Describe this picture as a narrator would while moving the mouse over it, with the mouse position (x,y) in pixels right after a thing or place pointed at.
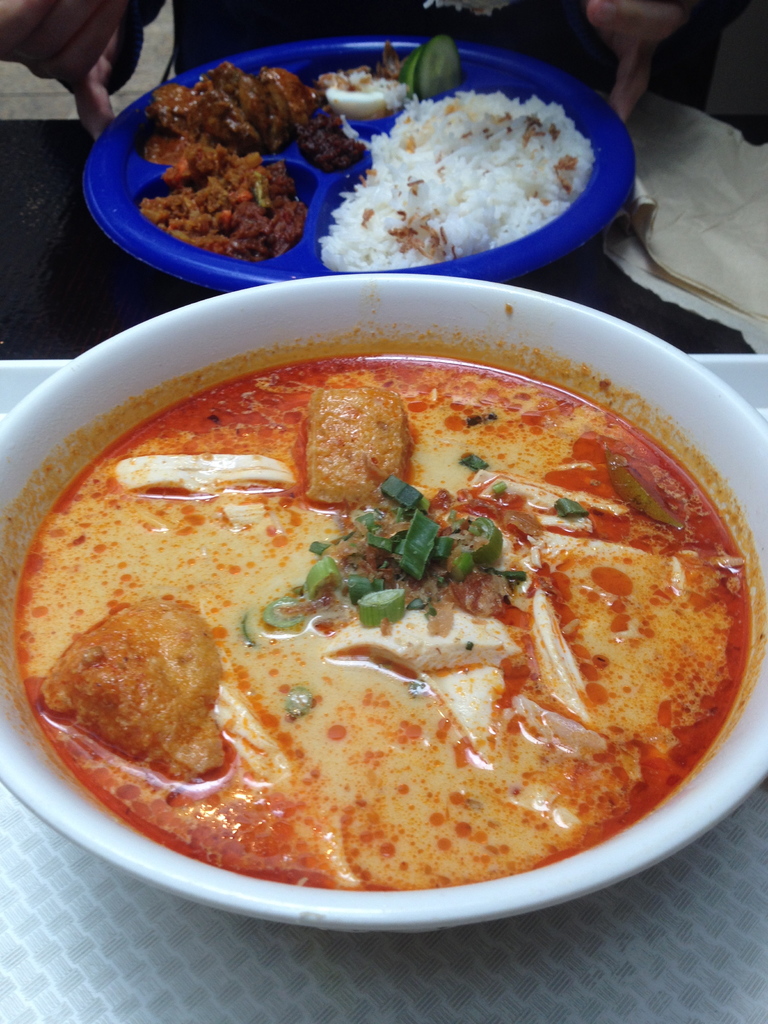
In the picture there is a table (69,315), on the table (31,294) there is a tray (291,995), on the tray (17,1023) there are bowls (229,275) with the food items (246,376) present, there is a person (429,10) present in front of the table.
